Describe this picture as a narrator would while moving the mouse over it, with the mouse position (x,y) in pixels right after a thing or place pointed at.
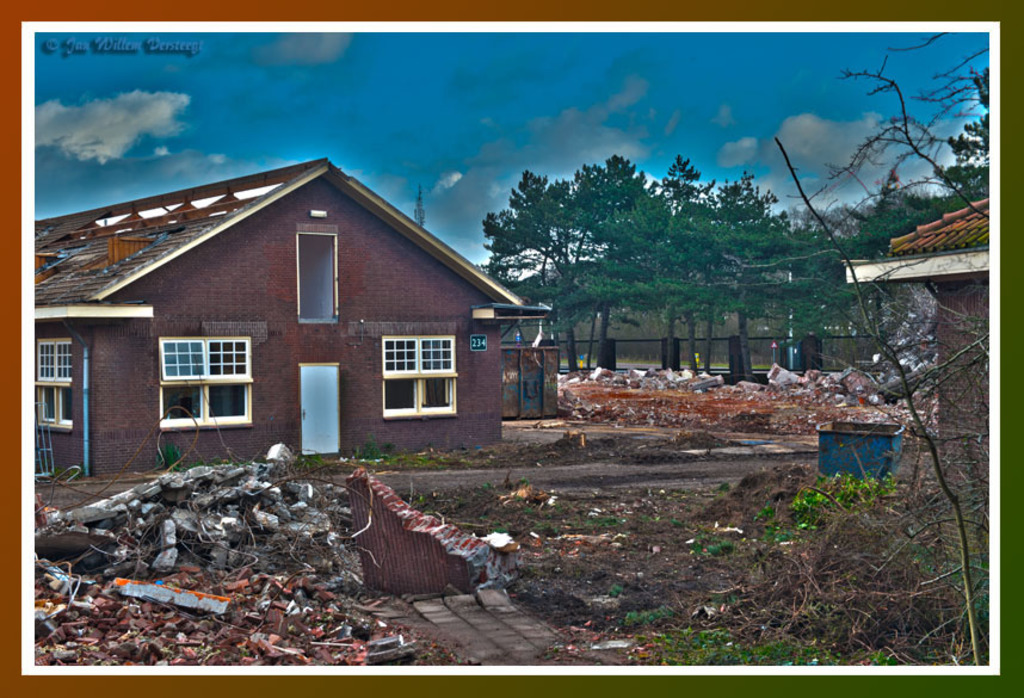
In this image, we can see poster (204,687). In this poster (460,404), we can see houses (967,433), walls (190,296), windows (440,389), door (333,422), trees (918,385), railing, planter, trash (104,658) and few objects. In the background (713,132), there is the cloudy sky (600,102). In the top left side of the image (152,49), there is a watermark (138,48).
